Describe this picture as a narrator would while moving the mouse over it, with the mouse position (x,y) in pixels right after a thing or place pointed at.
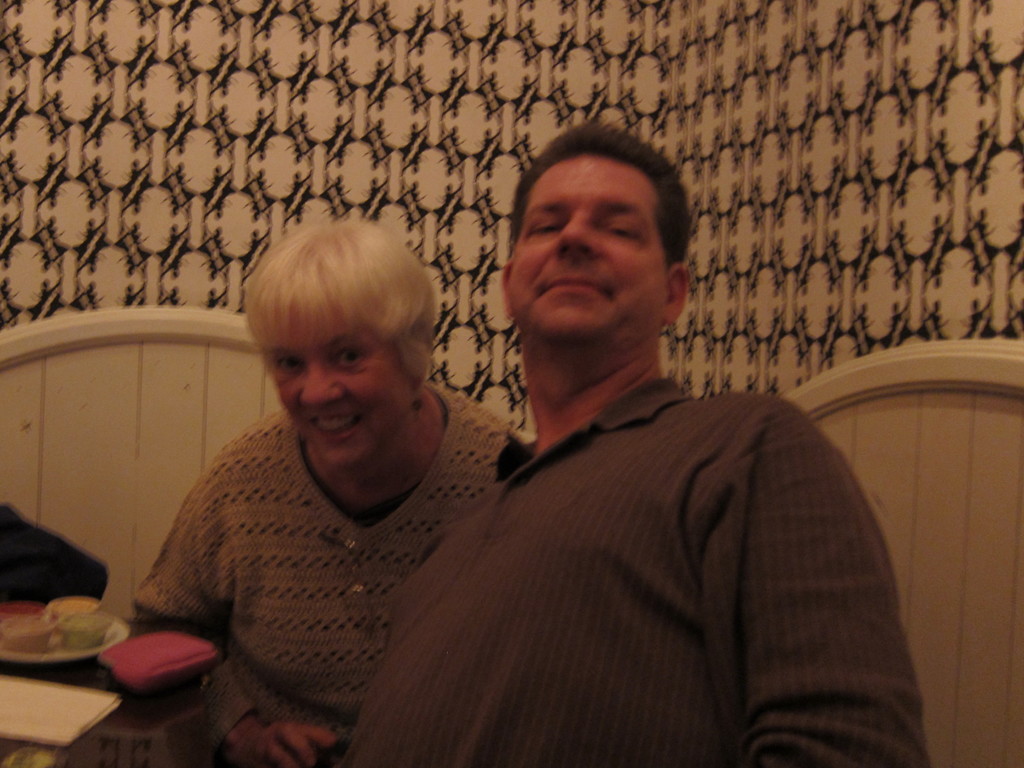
In this image there is a couple (434,323) sitting in a sofa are posing for the camera with a smile on their face (346,443), in front of them there is a plate (57,656) and a napkin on a table (133,628), behind them there is a wall (437,209).
